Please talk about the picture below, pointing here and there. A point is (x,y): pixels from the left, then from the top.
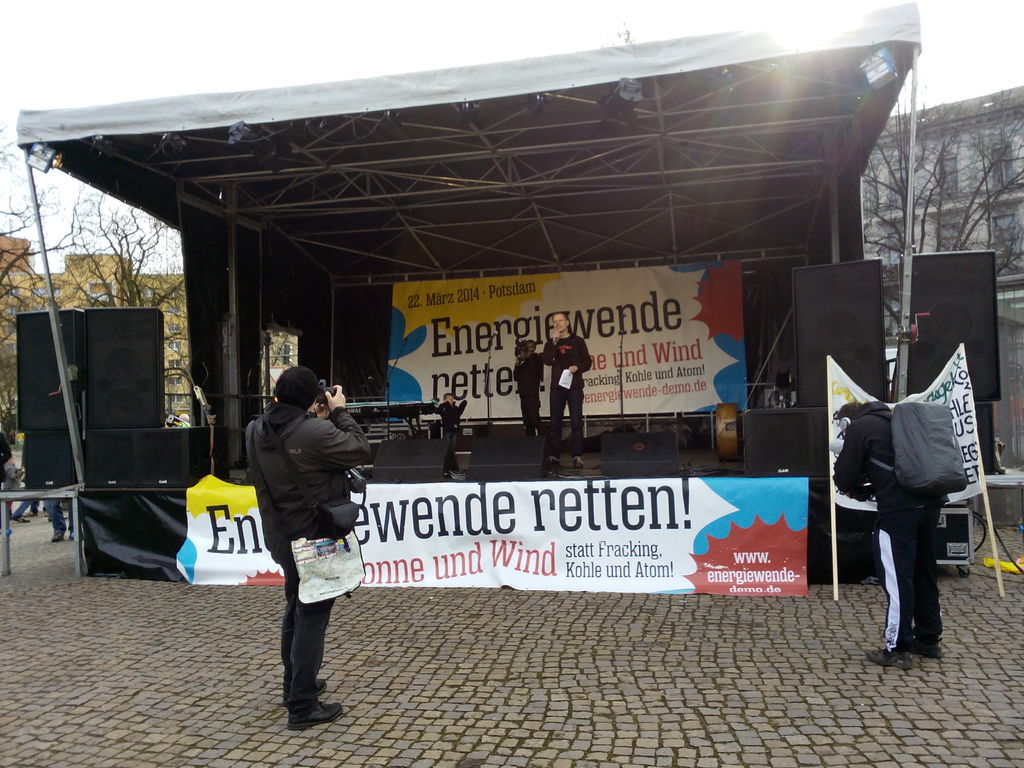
In this image I can see two persons (884,438) are standing on the road (258,637) and are holding a camera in hand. In the background (781,442) I can see three persons (452,408) are standing and are holding a mike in hand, speakers (982,396), board (397,339), metal rods (529,230), buildings (1002,325) and trees (96,257). At the top (413,13) I can see the sky (457,46). This image is taken may be during a sunny day.
